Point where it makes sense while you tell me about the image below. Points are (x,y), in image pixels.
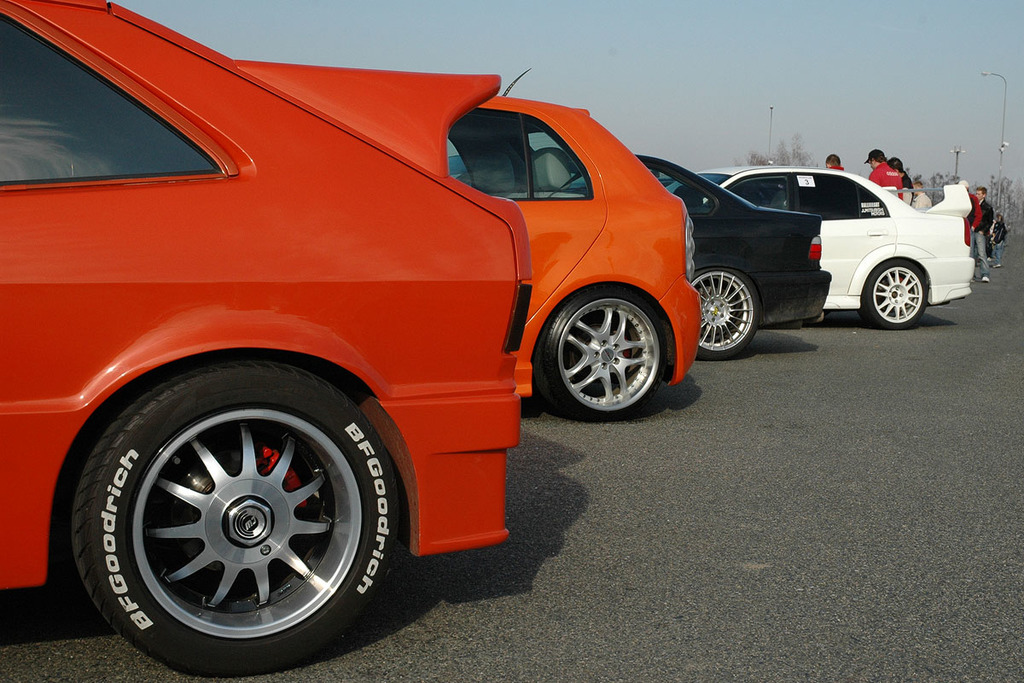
In this image we can see cars (455,510) on the road (780,463). In the background of the image (977,201) there are people (896,181) and light pole (1000,197).
